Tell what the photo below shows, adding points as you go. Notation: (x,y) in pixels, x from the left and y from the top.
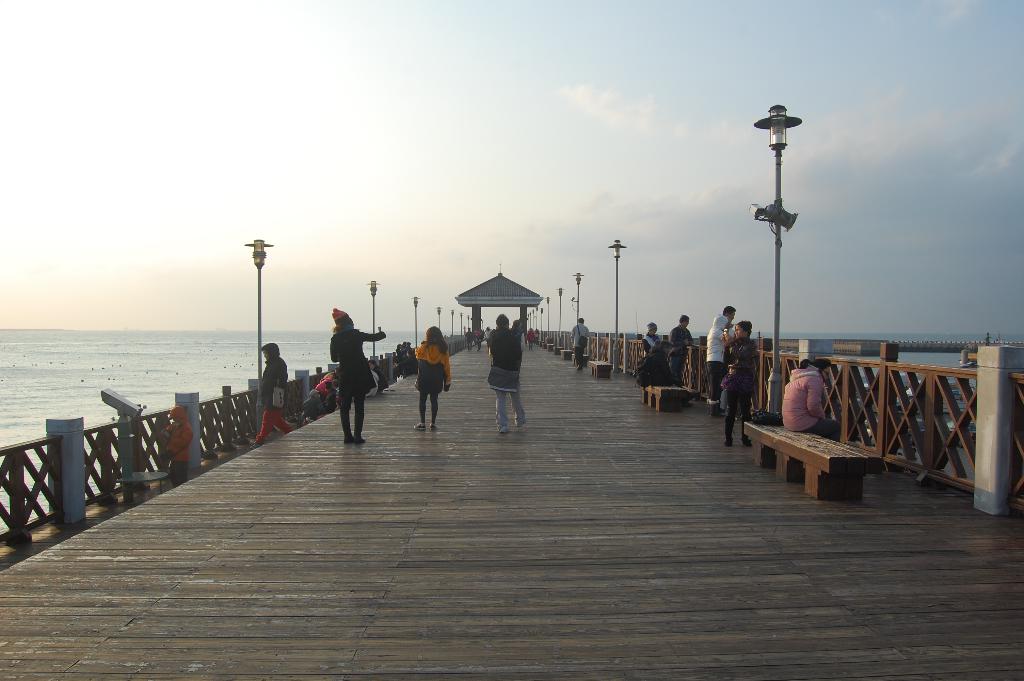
In this picture there is a group of men and women (434,402) standing on the wooden bridge (449,434). On both the sides there is a river water (155,377). In the background (498,301) there is a arch (481,299) and dome lamp post (618,314).
